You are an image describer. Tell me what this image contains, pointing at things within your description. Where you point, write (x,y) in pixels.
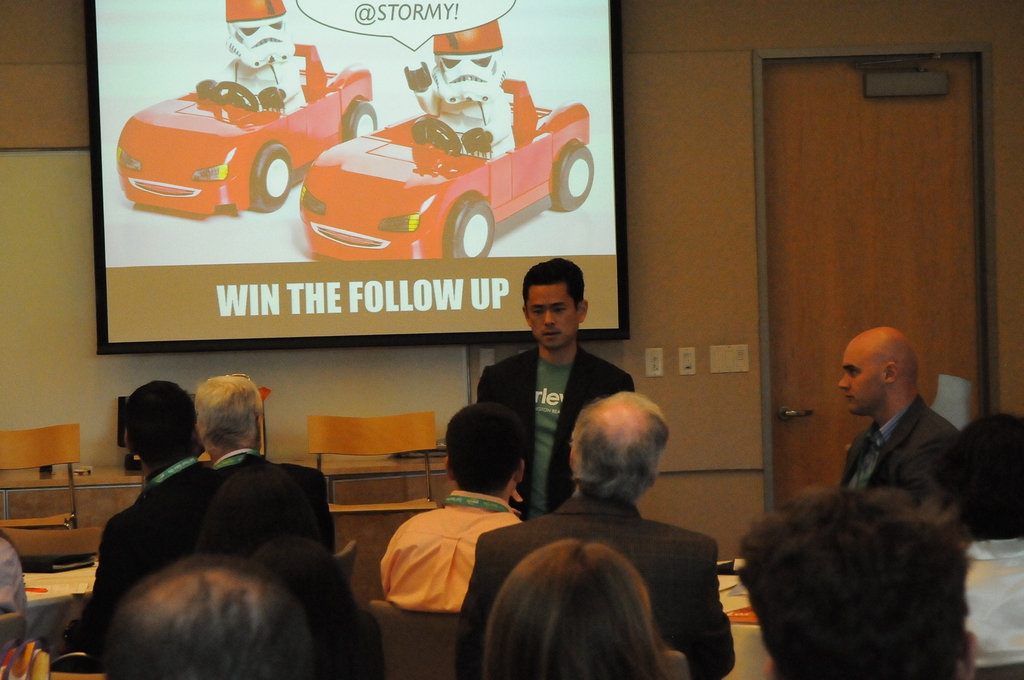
In this image I can see a person (557,346) wearing green t shirt (548,386), black blazer (570,390) is standing and a person (465,546) wearing orange shirt (417,541) is sitting on a chair (419,615) and few other persons (471,578). In the background (714,352) I can see the screen (470,179), the wall (674,143), few switch boards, the board (413,356), few chairs (404,425) and the door (815,211).
